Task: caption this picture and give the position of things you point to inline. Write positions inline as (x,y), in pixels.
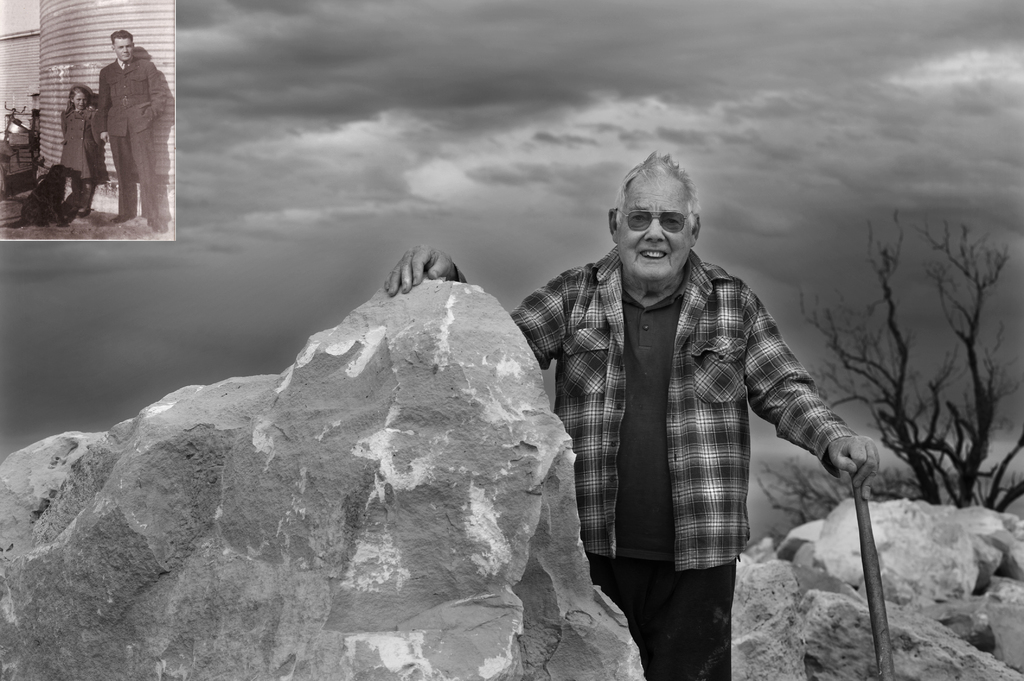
In the image we can see there is a man (647,479) standing and holding a stick (871,571) in his hand (858,452). There are rocks (426,484) and behind there is a tree (805,478). On the top (135,172) there is small picture (145,111) on which a man (132,151) standing with a girl (68,151) and there is dog (55,197) beside them. The image is in black and white colour.
